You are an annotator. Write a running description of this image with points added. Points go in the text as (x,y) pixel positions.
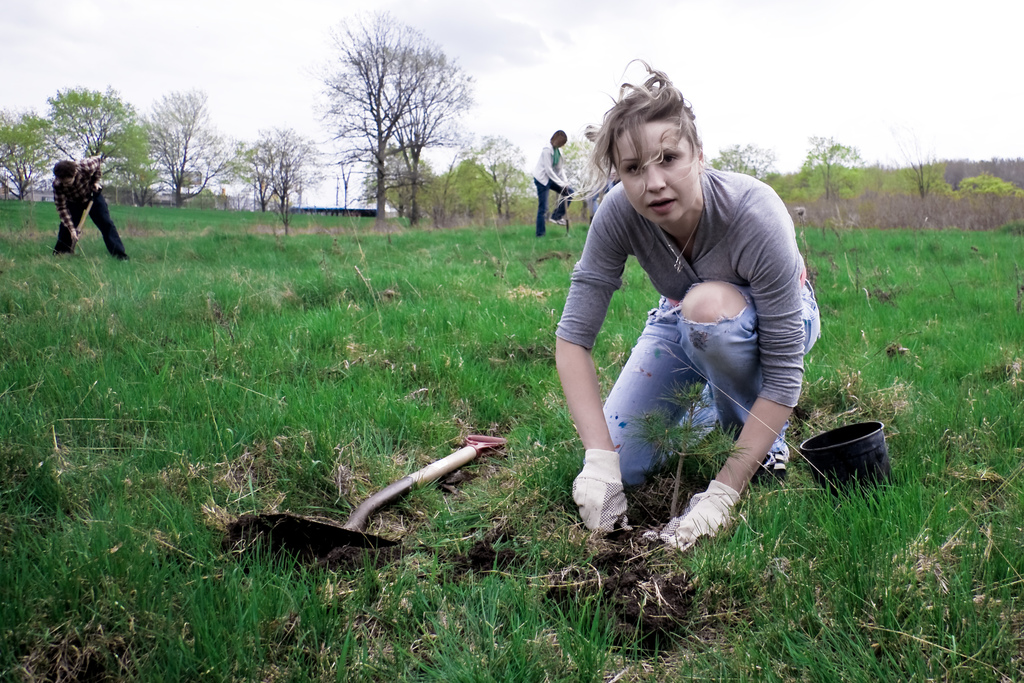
In this image, we can see the ground (440,482) with some objects (467,445). We can also see some grass (191,231), trees (403,188) and the sky (505,41) with clouds (505,41). There are a few people (72,214).
